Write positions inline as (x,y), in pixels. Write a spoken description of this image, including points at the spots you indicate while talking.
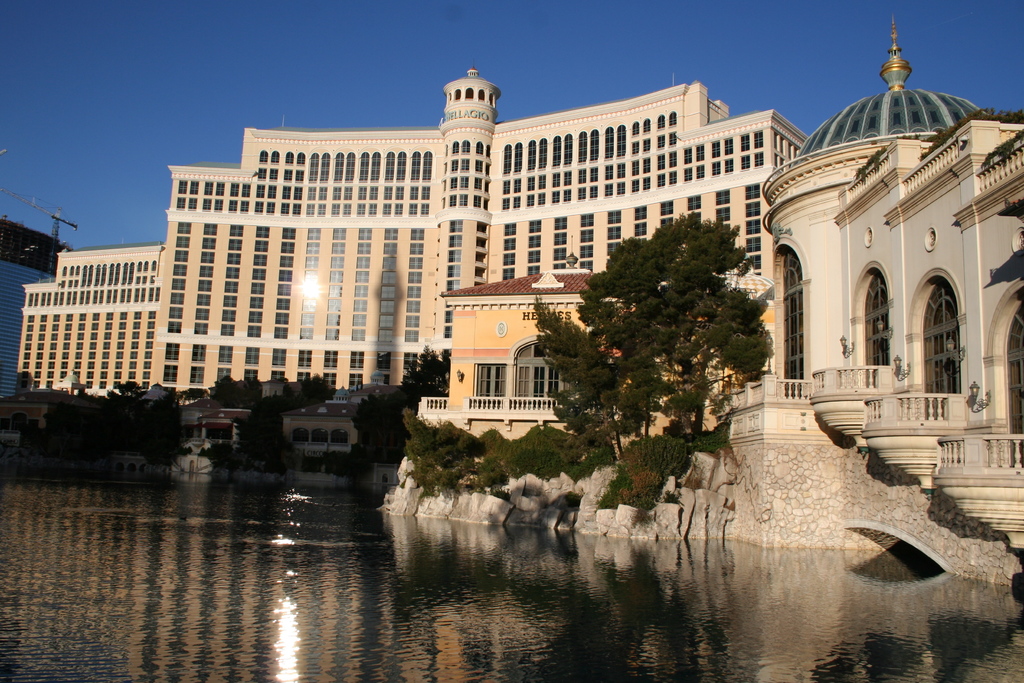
This image is taken outdoors. At the top of the image (237,97) there is the sky (754,35). At the bottom of the image (154,577) there is a pond (193,598) with water (654,643). In the middle of the image (419,239) there are a few buildings (571,301) with walls (961,285), windows (938,330), doors (496,374) and roofs (909,127). There are a few plants (164,452) and trees (582,387) and there are a few rocks (402,499). There is a text (465,119) on the wall (468,118) and there are a few railings (891,421) and stairs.
